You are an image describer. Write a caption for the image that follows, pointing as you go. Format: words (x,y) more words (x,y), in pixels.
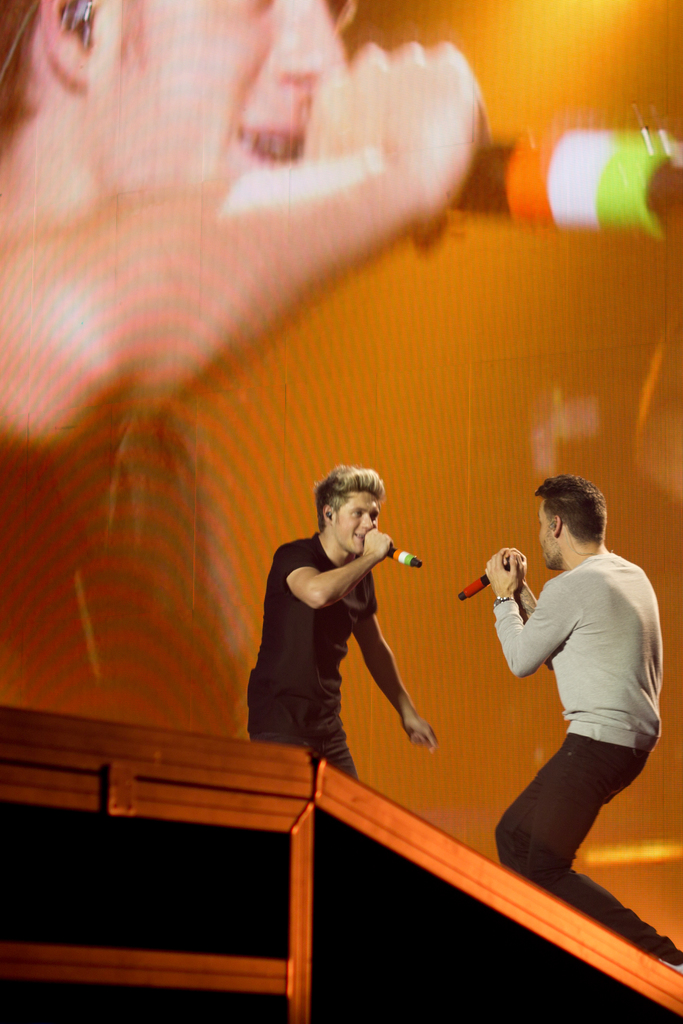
At the bottom of the image (328,812) there is a box (328,812). Behind the box (318,842) there are two men (618,620) standing and holding mics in their hands (490,571). Behind them there is a screen (167,337). On the screen (320,240) there is a man (294,218) holding a mic (570,155).
